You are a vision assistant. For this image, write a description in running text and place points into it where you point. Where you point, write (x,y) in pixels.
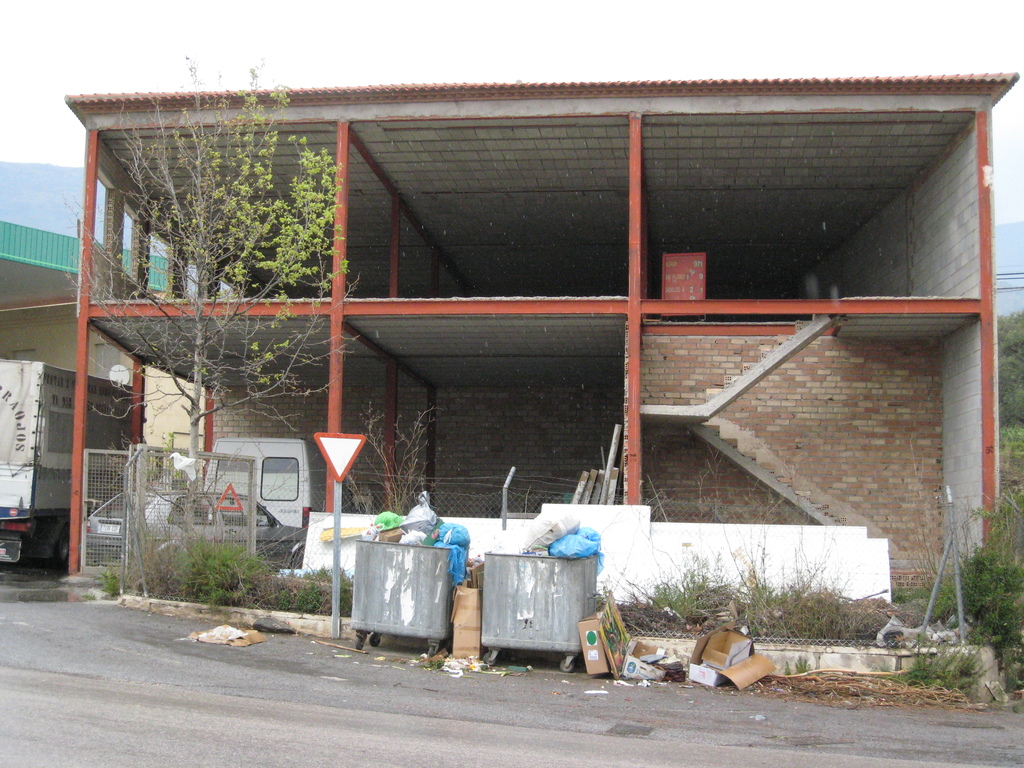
In this image, I can see a building (754,447) with stairs (738,451). In front of a building (397,375), I can see a tree (202,248), signboard (362,438), two dustbins (552,605), cardboard boxes (723,666), plants (795,632), fence (165,504) and an iron gate (131,482). There are vehicles (49,399). At the bottom of the image (333,709), this is the road (473,741). In the background (59,187), I can see the hills (1013,235).
